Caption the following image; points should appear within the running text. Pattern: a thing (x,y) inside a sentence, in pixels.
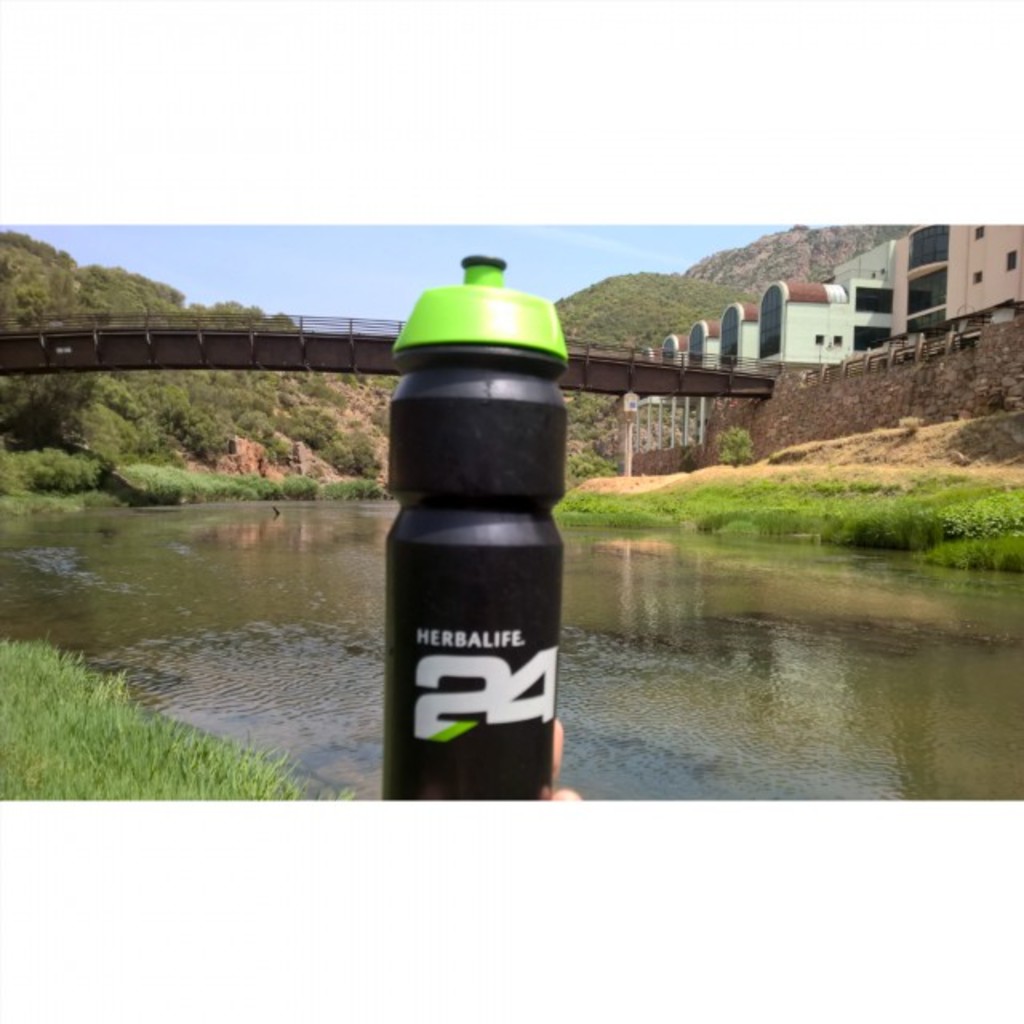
this is the picture of a sipper bottle (459,634) which is in black color and the top (479,311) is in green color and behind it there are some water (665,608) and some buildings (823,292).
